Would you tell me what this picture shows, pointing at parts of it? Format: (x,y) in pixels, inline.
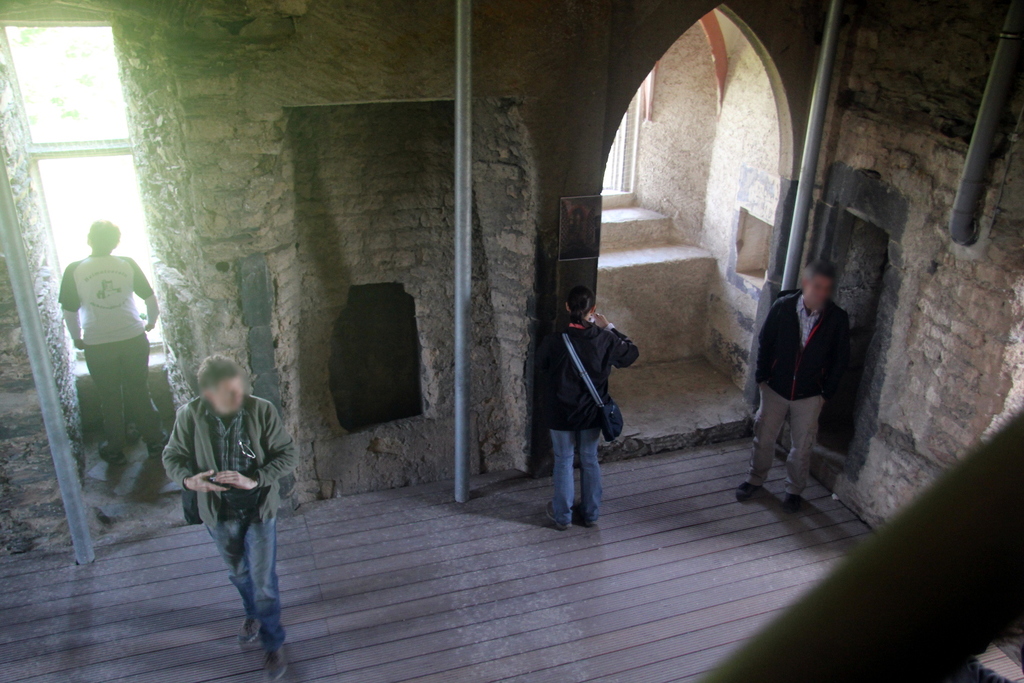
This image is taken inside the room (541,91). There are four persons (234,460) in this image, three men (91,295) and a woman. They are standing on the floor (671,539). In the bottom of the image (335,605) there is a floor (414,608). In the background (419,187) there is a wall (332,214) with windows (95,123). In the left of the image (233,504) a man (214,505) is walking on the floor (302,559).
